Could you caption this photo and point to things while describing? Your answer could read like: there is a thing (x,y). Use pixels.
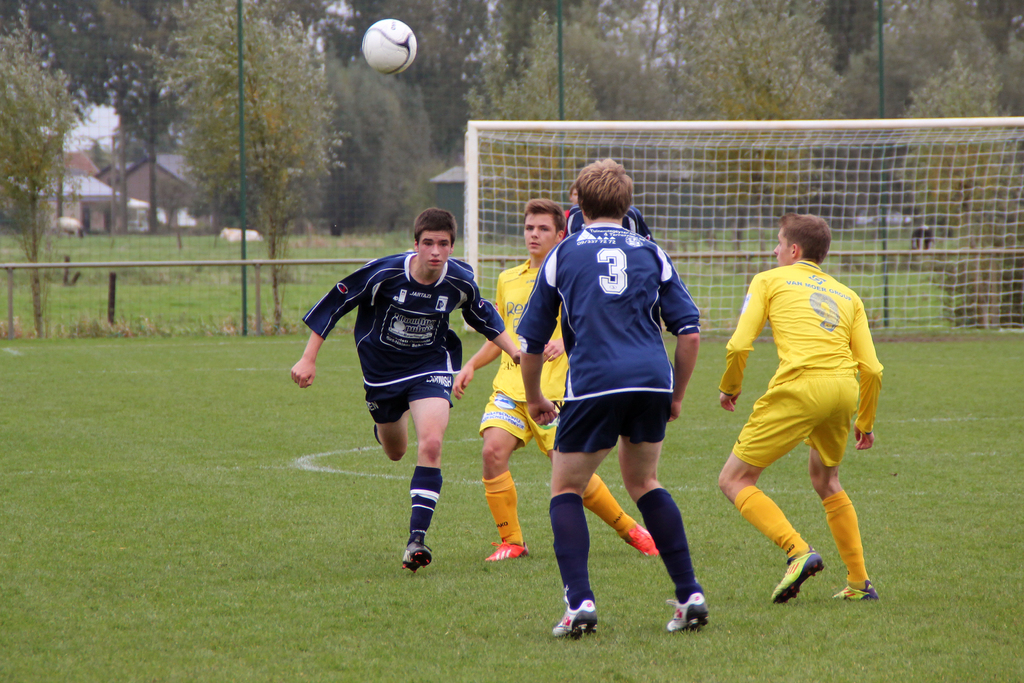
In this image I can see few persons (610,312) wearing blue jerseys (584,298) and few other persons (777,330) wearing yellow jerseys (776,346) are standing on the floor (597,631) and I can see a ball (408,43) over here. In the background (243,231) I can see the railing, the net (745,176), few trees (227,80) and few buildings (96,186).
